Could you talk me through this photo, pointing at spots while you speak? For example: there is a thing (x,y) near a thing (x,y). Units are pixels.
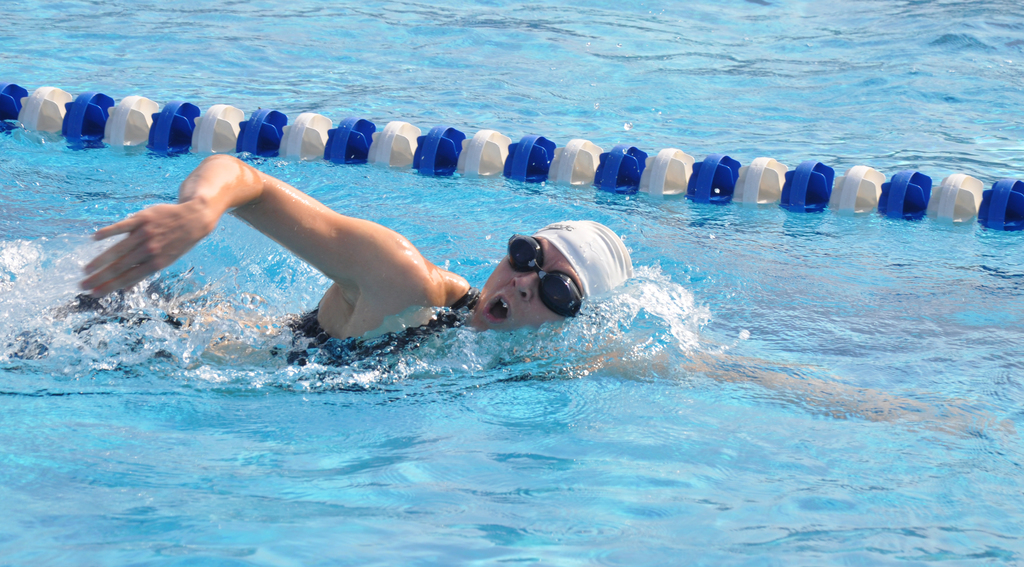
In this picture we can see a person (330,227) is swimming in the water (421,408), beside the person (586,261) we can find lane lines (530,135).
